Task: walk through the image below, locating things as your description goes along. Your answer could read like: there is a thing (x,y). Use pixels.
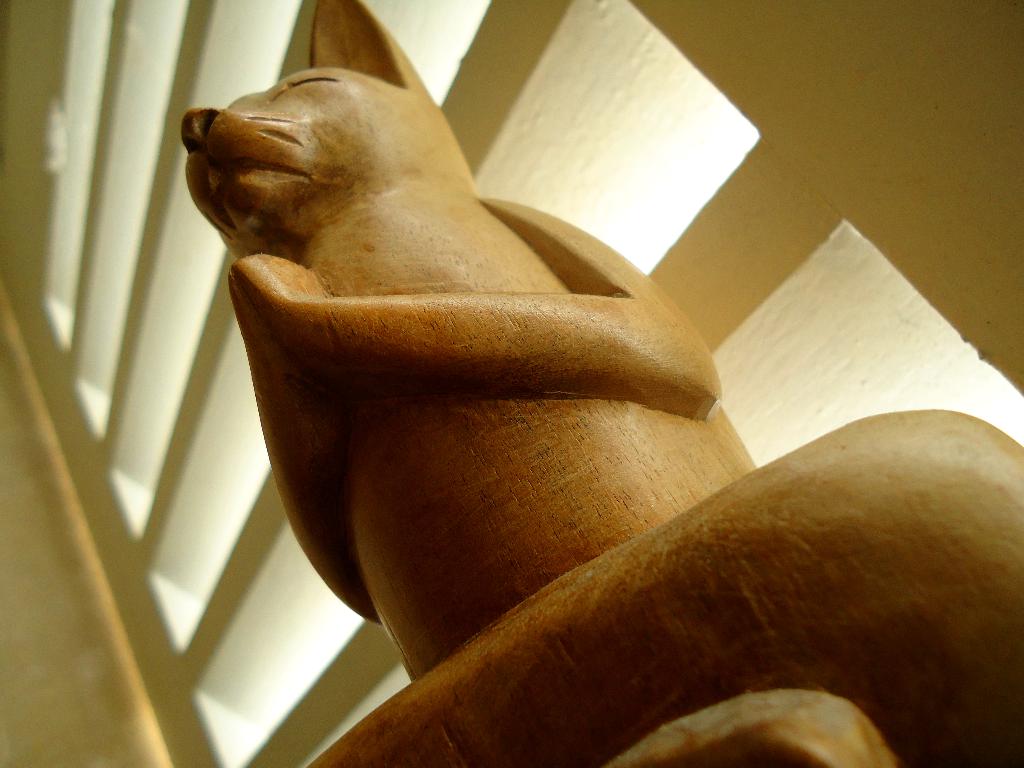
We can see animal statue (609,570), behind this statue (500,415) we can see wall (868,185).
